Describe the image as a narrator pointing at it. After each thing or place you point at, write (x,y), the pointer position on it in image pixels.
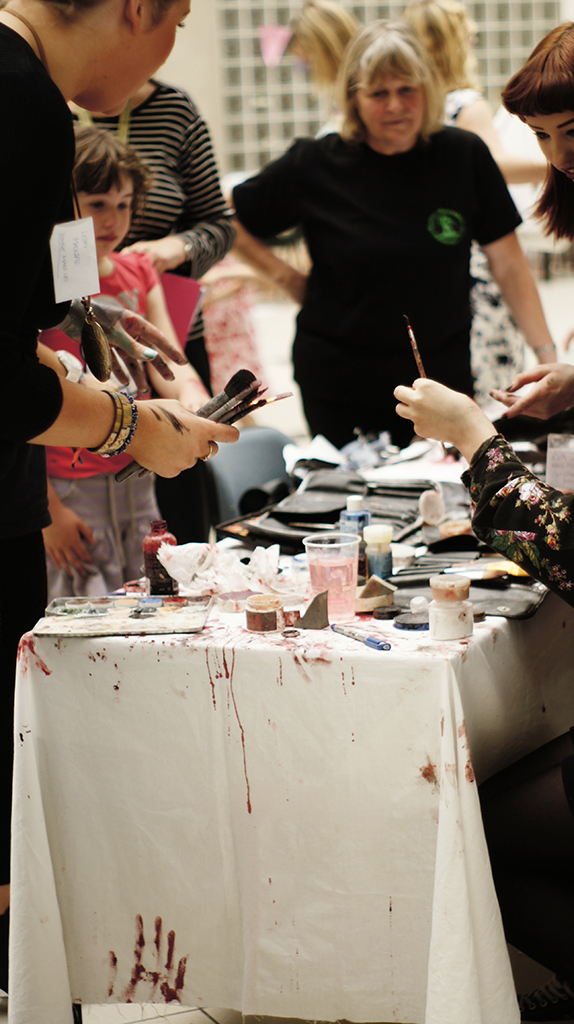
In this image we can see many people (435,330). Person (28,204) on the left (35,143) is wearing bracelets (131,407), badge (91,257) and holding brushes (253,403). There is a table (222,642) with a cloth (329,667). On the table (349,556) there is a glass (325,560), pen (370,642), papers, bottles (381,575) and many other items (373,521). In the background (248,52) there is a building (523,31) and it is looking blurred.
